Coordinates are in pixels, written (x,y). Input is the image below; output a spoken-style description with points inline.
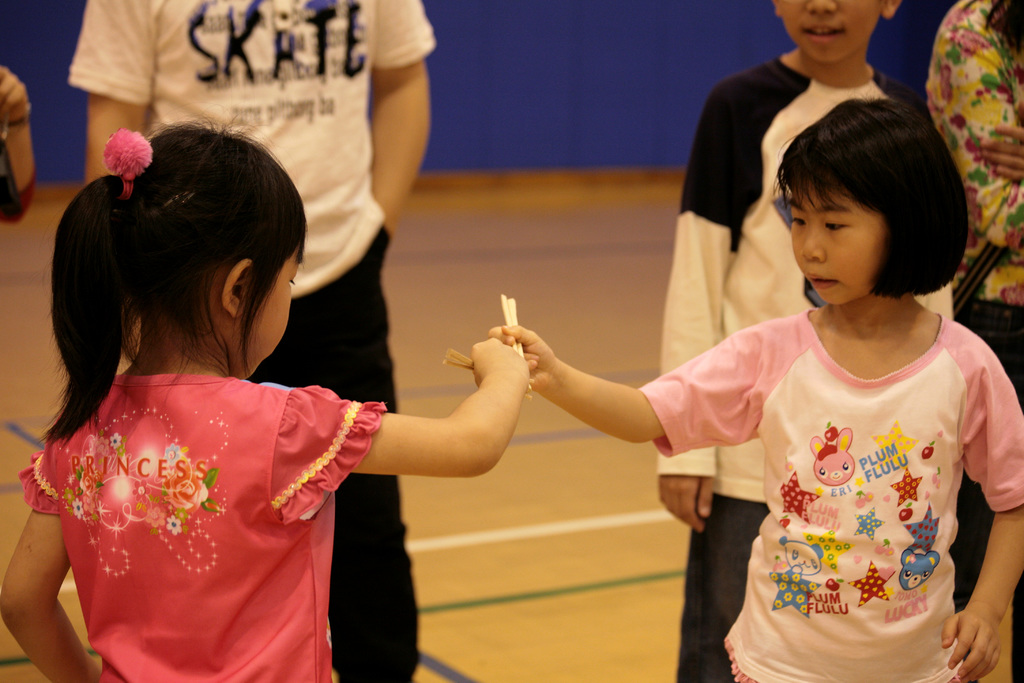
This picture consists of few children's (862,146) visible and I can see blue color fence (488,31) visible in the background (557,128).
